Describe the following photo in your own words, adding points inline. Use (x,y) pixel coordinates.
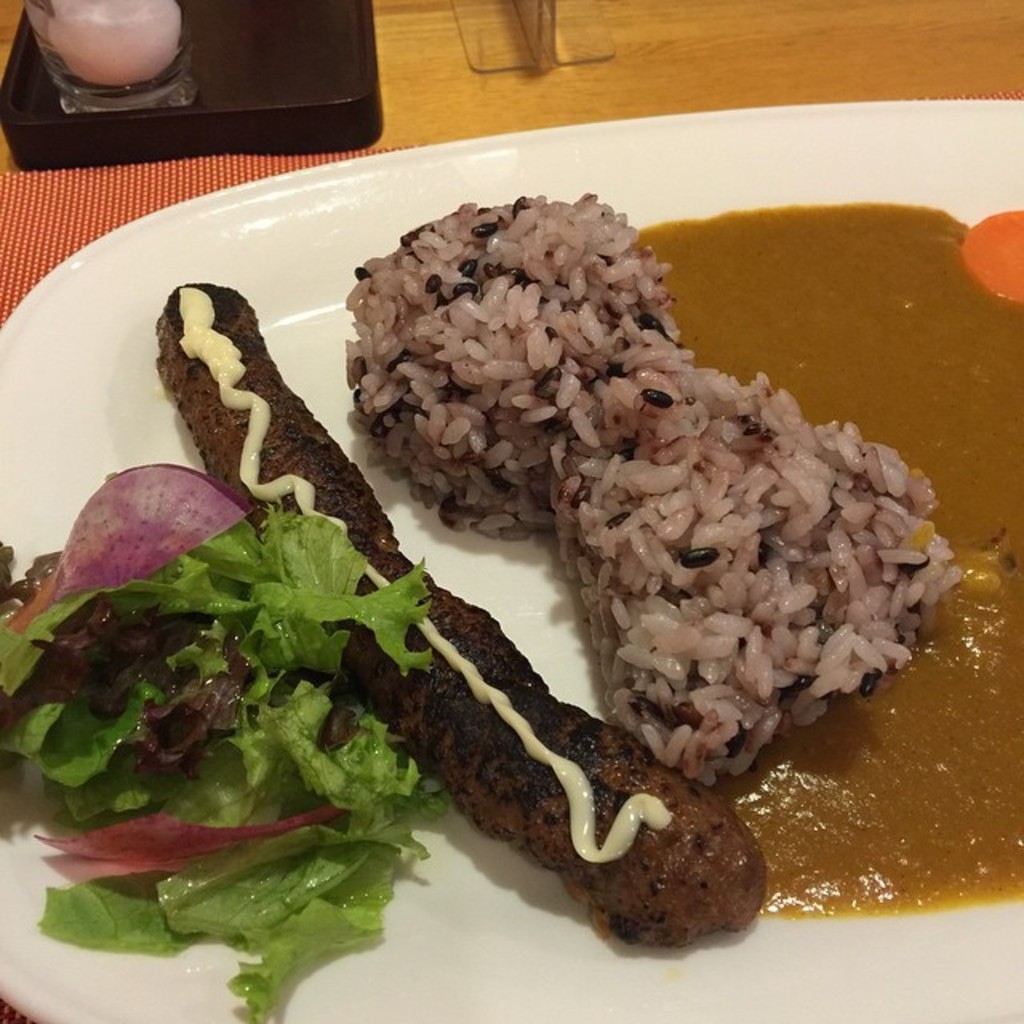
In this image there is rice (552,502), gravy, green salad (356,733) and some other food item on a plate (424,552), the plate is on top of a table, beside the plate (383,244) there are condiments (174,101).
